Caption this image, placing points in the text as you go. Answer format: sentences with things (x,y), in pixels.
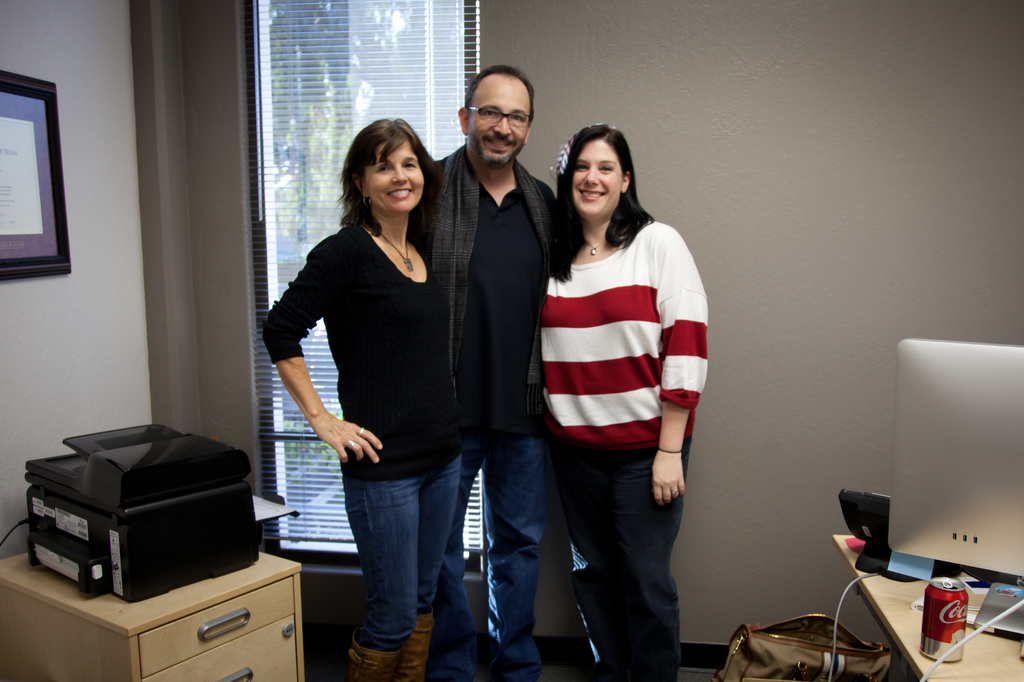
In the image we can see there are three people (495,360) who are standing and at the back (810,208) there is a wall (823,189) which is in grey colour and on the table (941,674) there is a monitor (971,509) and a coca cola can (951,643) and on the other side there is a printer (187,535) on the table (223,646).
